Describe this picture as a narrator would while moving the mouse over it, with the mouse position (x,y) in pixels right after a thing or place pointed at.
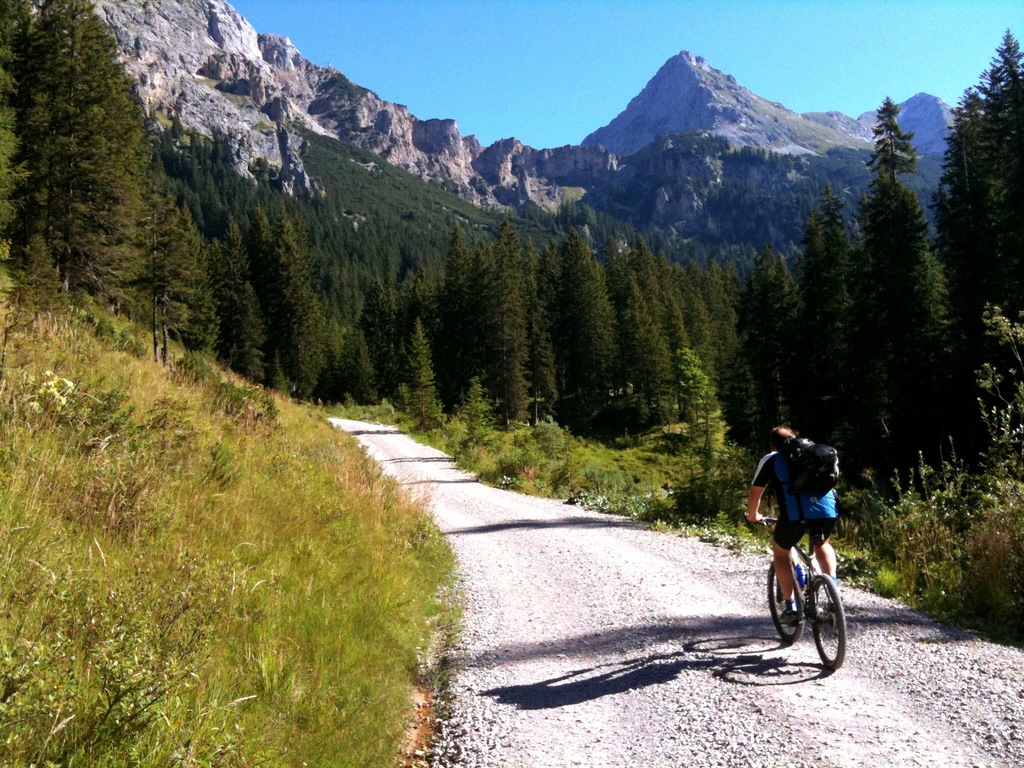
In this picture I can observe a person (777,551) cycling bicycle (802,612) on the right side (811,549). In the middle of the picture (413,473) I can observe a path (473,528). On either sides of the path (451,488) I can observe grass (253,572) and plants (449,436) on the ground (464,443). In the background (416,302) there are trees (83,186), hills (639,162) and sky (484,76).
